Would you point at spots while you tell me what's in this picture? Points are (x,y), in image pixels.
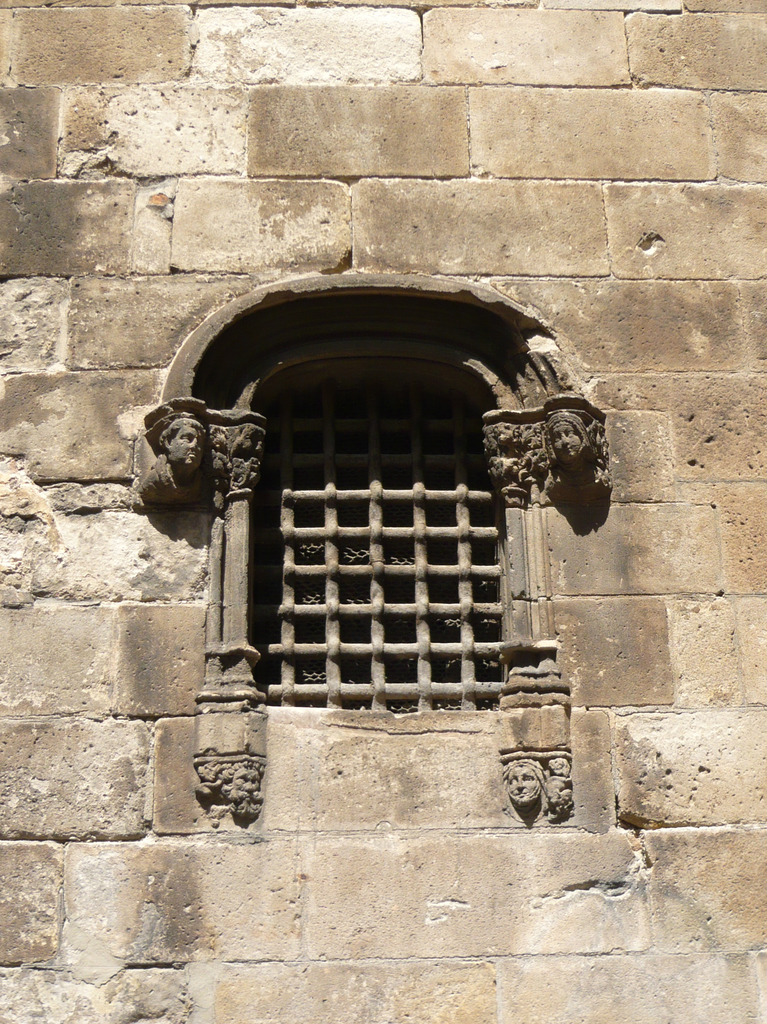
This picture shows a wall (456,789) and we see a window (339,585).
